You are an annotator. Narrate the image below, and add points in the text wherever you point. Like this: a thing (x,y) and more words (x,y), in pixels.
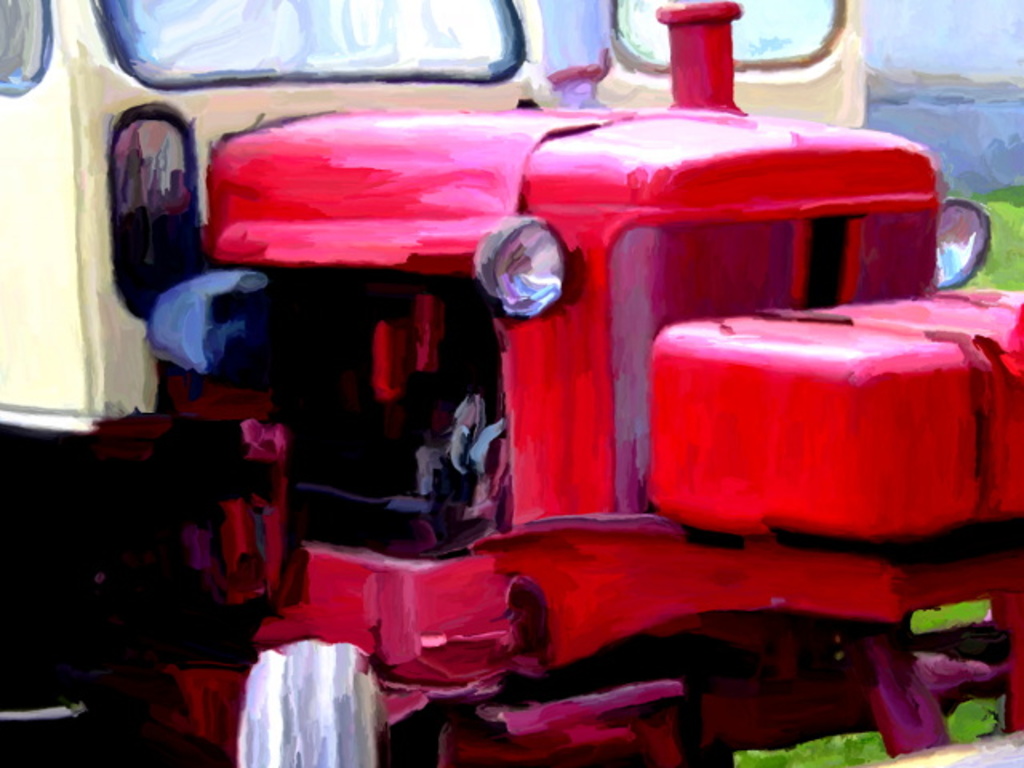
This is a painting image of the vehicle (39,197).
